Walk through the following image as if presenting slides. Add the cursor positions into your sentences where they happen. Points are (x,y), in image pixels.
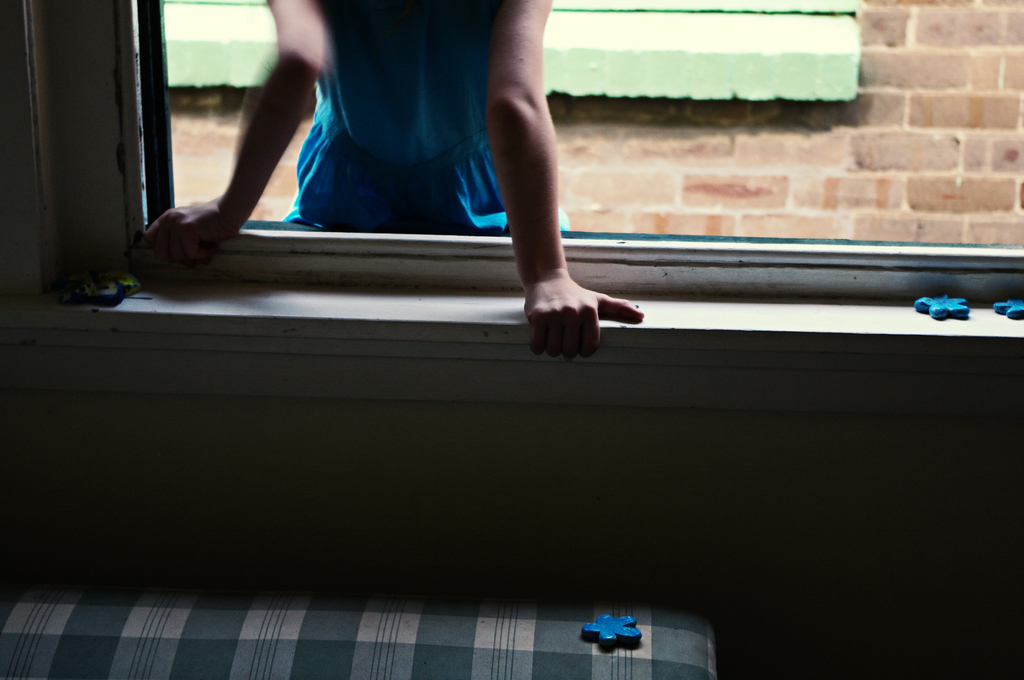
At the bottom of the image (407,607) there is bed (418,604). In the center of the image (418,257) there is window (119,44). There is a girl (541,183) standing. There is a wall (857,144).
